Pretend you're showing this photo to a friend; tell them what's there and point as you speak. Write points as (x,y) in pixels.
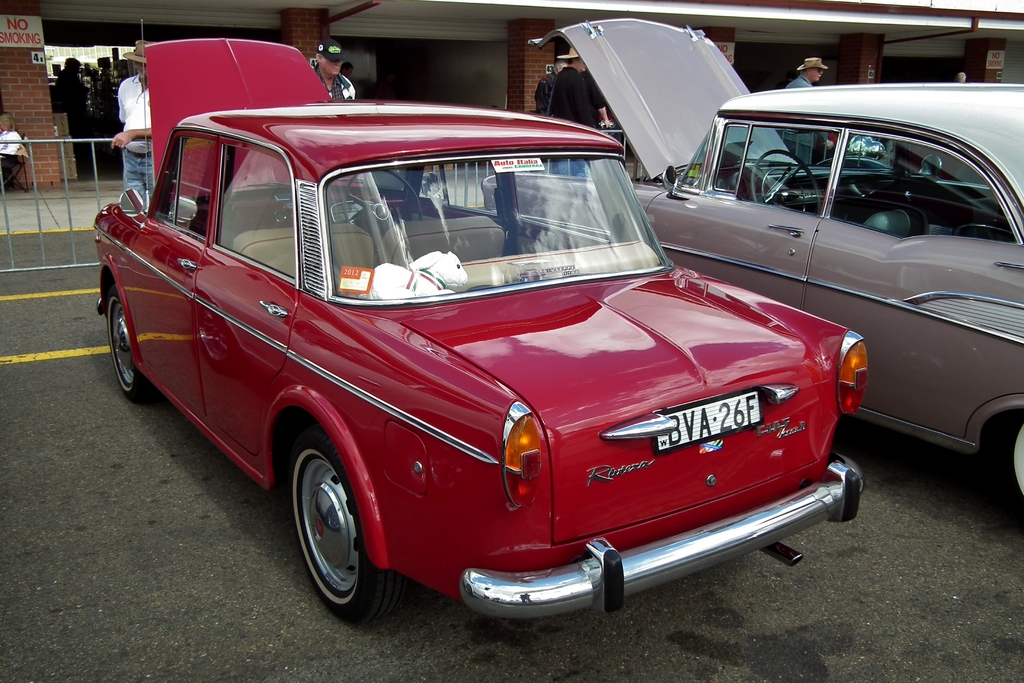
In the center of the image (351,265) there is a car (353,313) on the road (250,498). On the right side (897,401) we can see a car (879,401). In the background (445,80) there are persons (13,161), fencing (64,162), wall (20,103) and building (453,30).
